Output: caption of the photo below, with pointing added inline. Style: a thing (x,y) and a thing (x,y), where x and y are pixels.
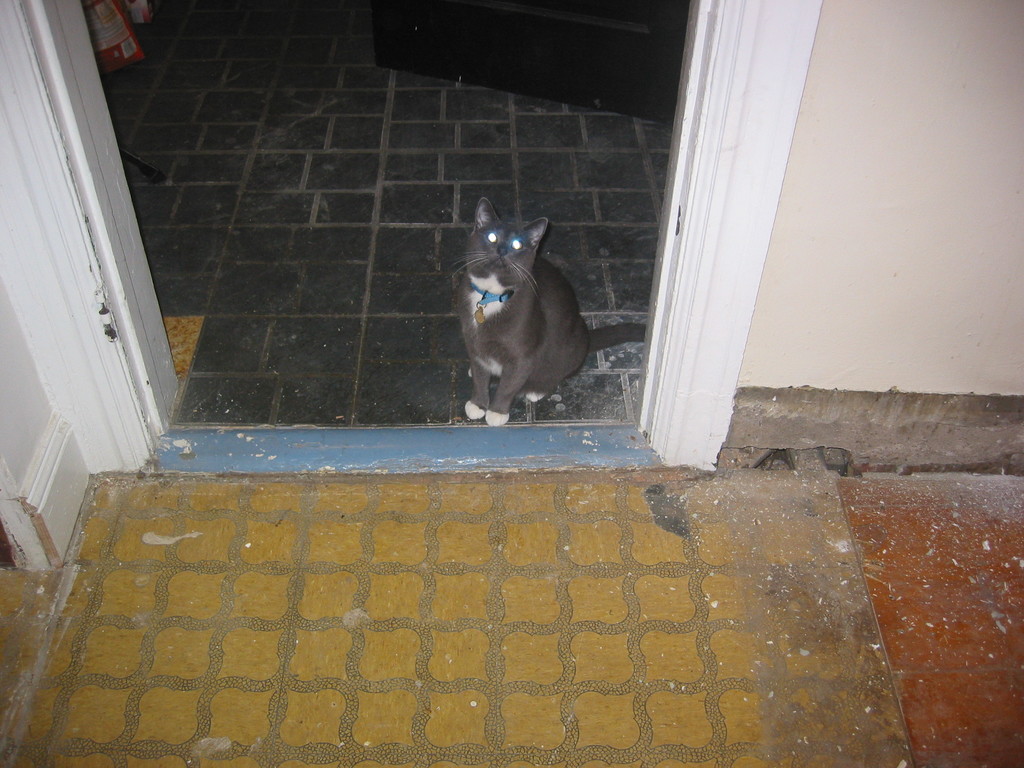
In this picture I can see a cat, there is a wall (997,299), and in the background (534,32) there are some objects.
